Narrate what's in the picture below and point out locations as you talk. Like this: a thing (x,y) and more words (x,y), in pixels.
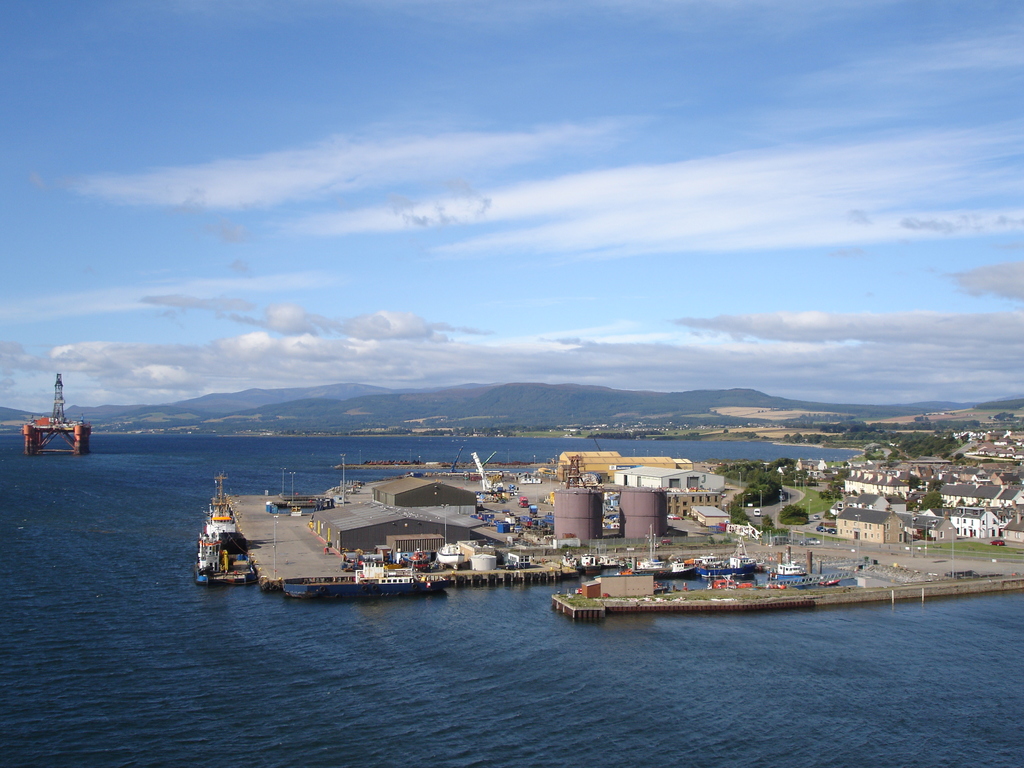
In this image we can see some buildings (956,532), sheds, tanks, we can see a ship (673,564), there is an object (45,423) in the ocean (62,507), also we can see the sky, mountains (822,406), trees (835,435).
